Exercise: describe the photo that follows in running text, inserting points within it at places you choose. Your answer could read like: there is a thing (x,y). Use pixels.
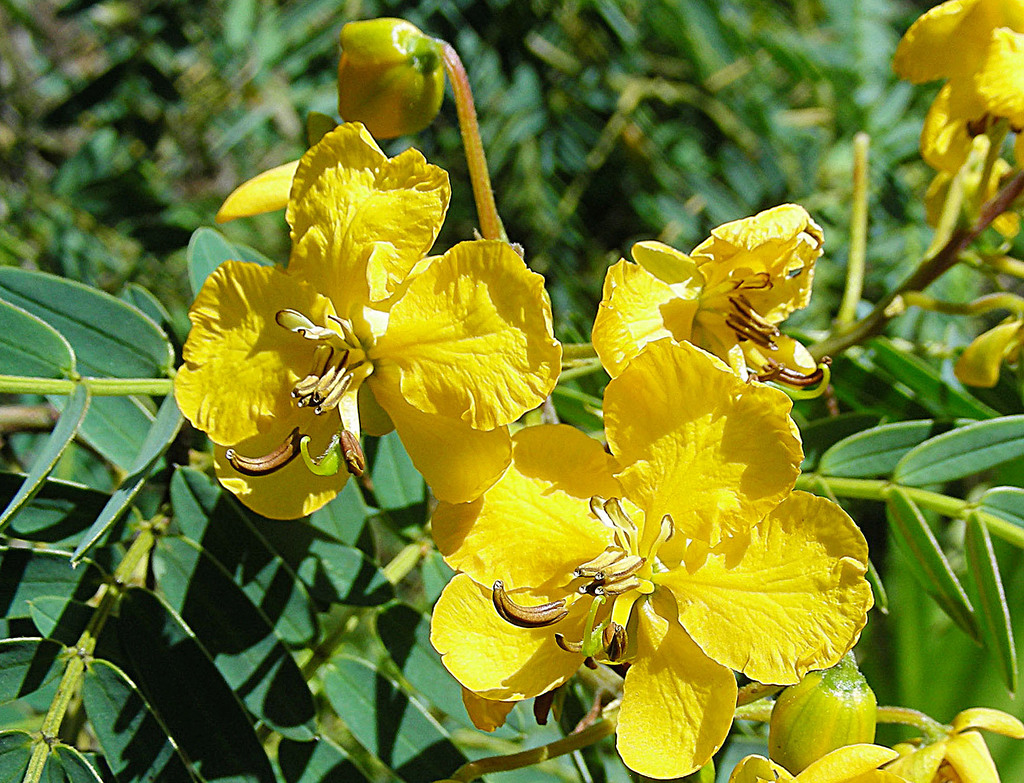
In the image there are yellow flowers (481,402) to the plant (463,332).
